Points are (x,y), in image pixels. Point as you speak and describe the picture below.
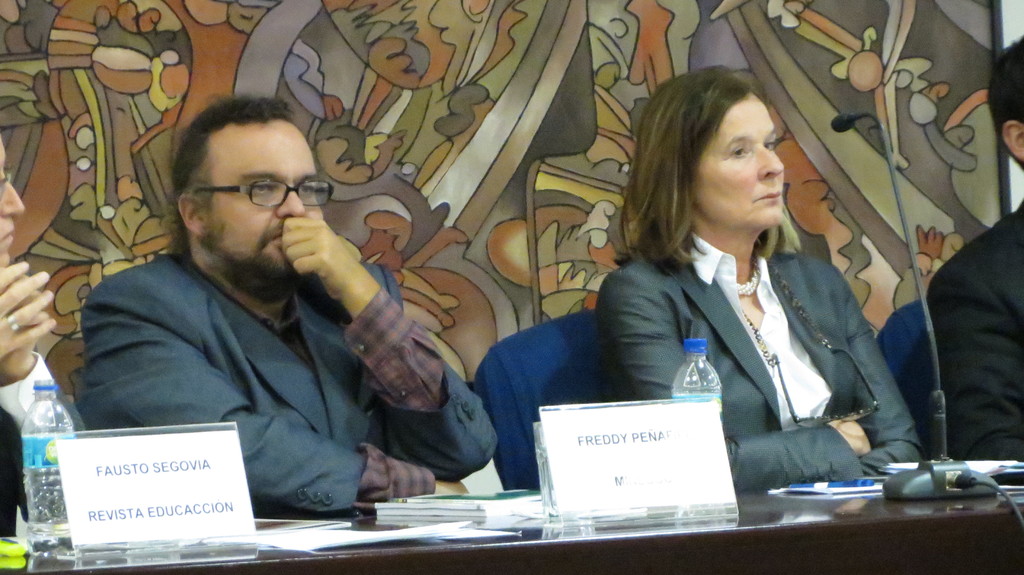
These people (380,316) are sitting on chairs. In-front of them there is a table (515,533), on this table (870,478) there are name boards (637,458), bottles (705,373), mic (936,342), books (413,500) and things (903,465). Background (410,1) there is a designed wall (481,132).
